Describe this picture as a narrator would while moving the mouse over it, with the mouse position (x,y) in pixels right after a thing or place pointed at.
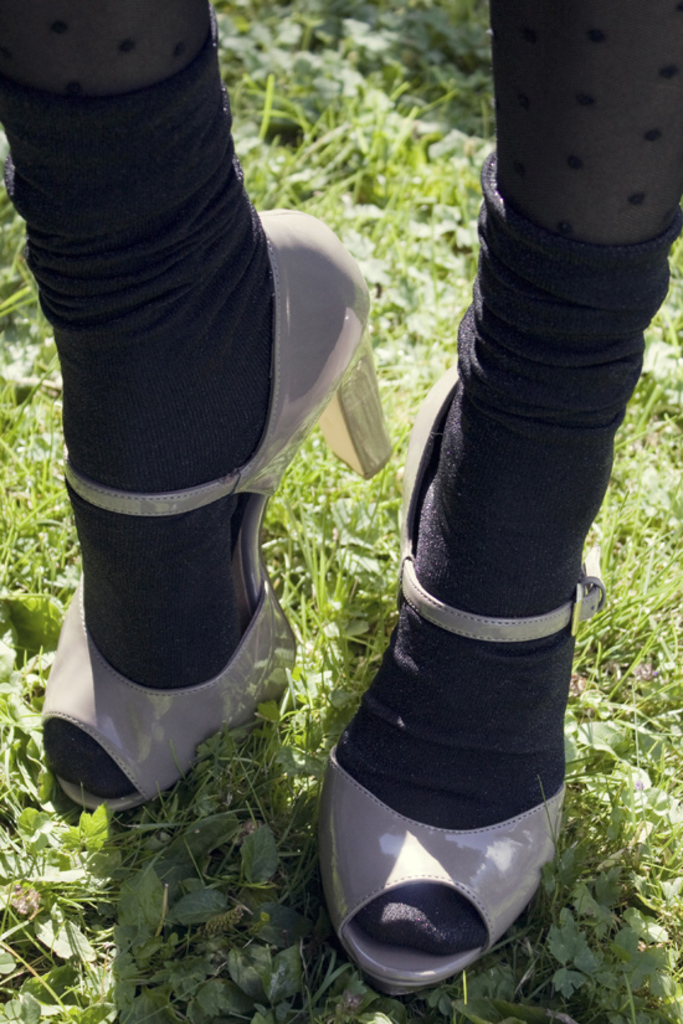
In this picture, we see the legs (62,171) of the women (212,635) wearing black socks (211,469) and sandals (94,701). At the bottom of the picture (214,851), we see the grass (585,867) and it is a sunny day.
